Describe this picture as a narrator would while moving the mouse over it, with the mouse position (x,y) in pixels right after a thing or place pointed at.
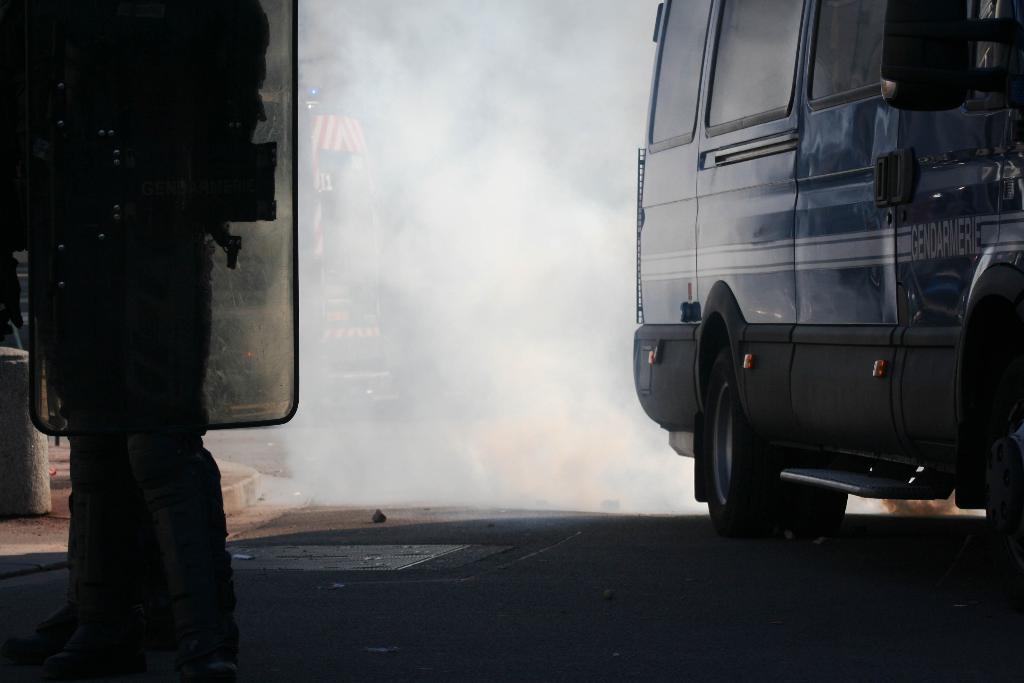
In the image we can see a vehicle (725,318) on the road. There is a person (112,242) standing and we can see smoke (521,387).
